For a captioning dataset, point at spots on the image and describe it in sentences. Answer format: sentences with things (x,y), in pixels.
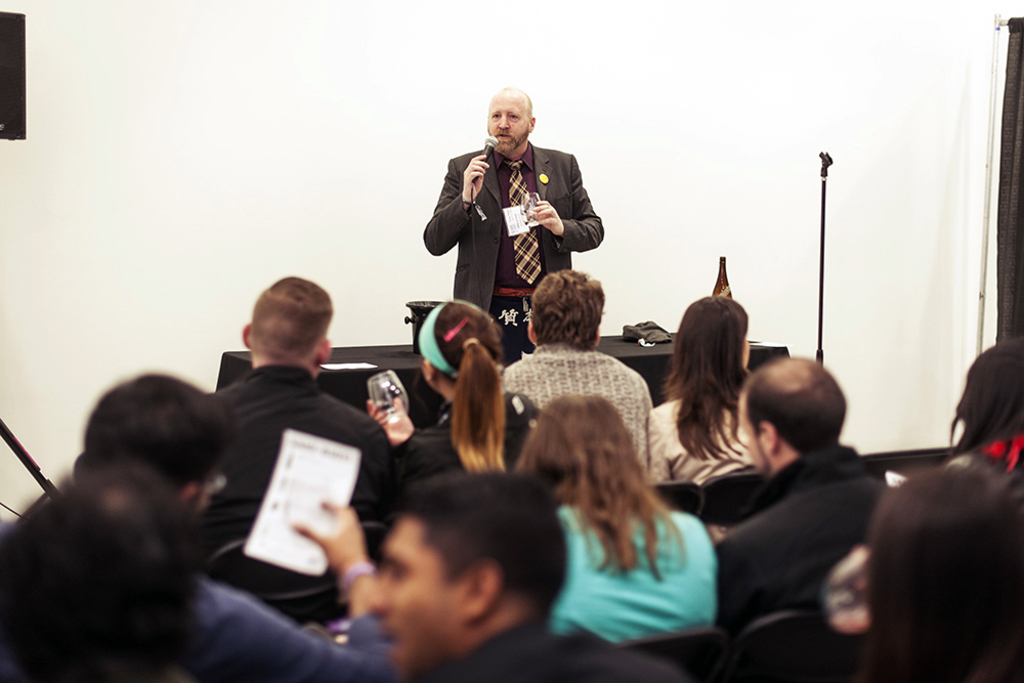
In the picture I can see these people (460,556) are sitting on the chairs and this person (483,220) wearing a blazer (481,233), tie (519,179) and shirt (508,241) is standing and holding a mic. Here we can see a table (632,361) and in the background (178,89), I can see the white color curtains (221,147).
